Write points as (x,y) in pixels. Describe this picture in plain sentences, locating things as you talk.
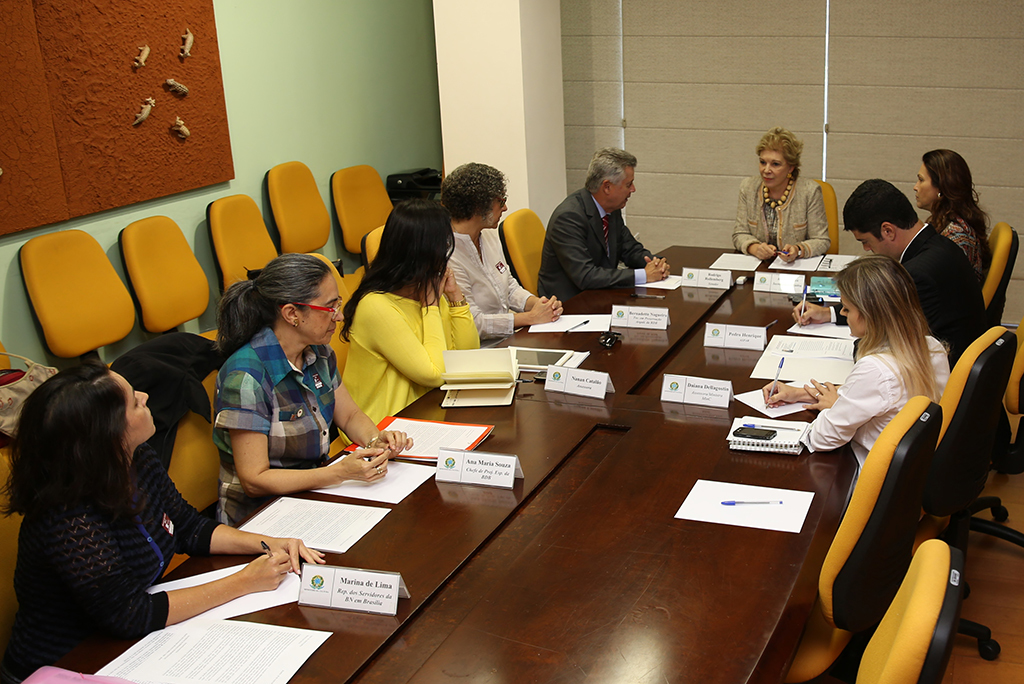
This is the picture of a room (842,230). In this image there are group of people (82,635) sitting. There are papers (463,430) and boards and there are devices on the table (734,405). On the left side of the image (237,249) there are chairs (226,255) and there is a board (3,205) on the wall (211,300). At the back (932,123) there is a pillar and there are window blinds (834,119). At the bottom (965,641) there is a floor (978,616).
